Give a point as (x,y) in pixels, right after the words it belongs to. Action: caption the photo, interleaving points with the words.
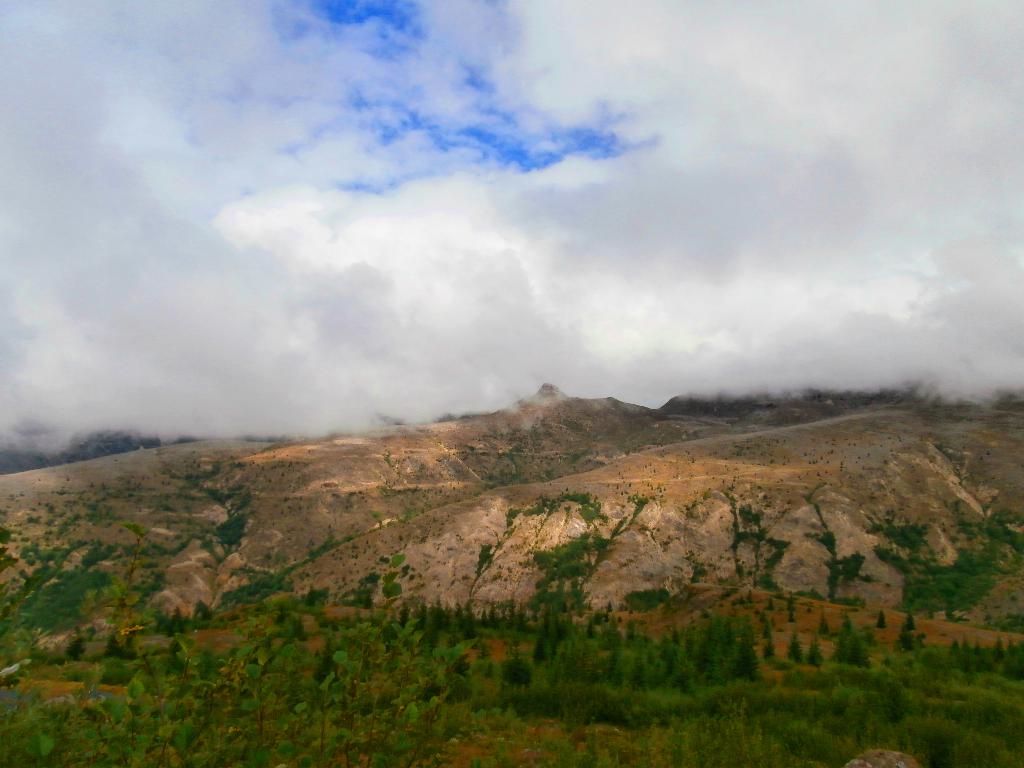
This is an outside view. At the bottom (816,646) there are many trees (158,657) and rocks (822,447). At the top of the image (474,117) I can see the sky (446,180) and clouds (477,284).
